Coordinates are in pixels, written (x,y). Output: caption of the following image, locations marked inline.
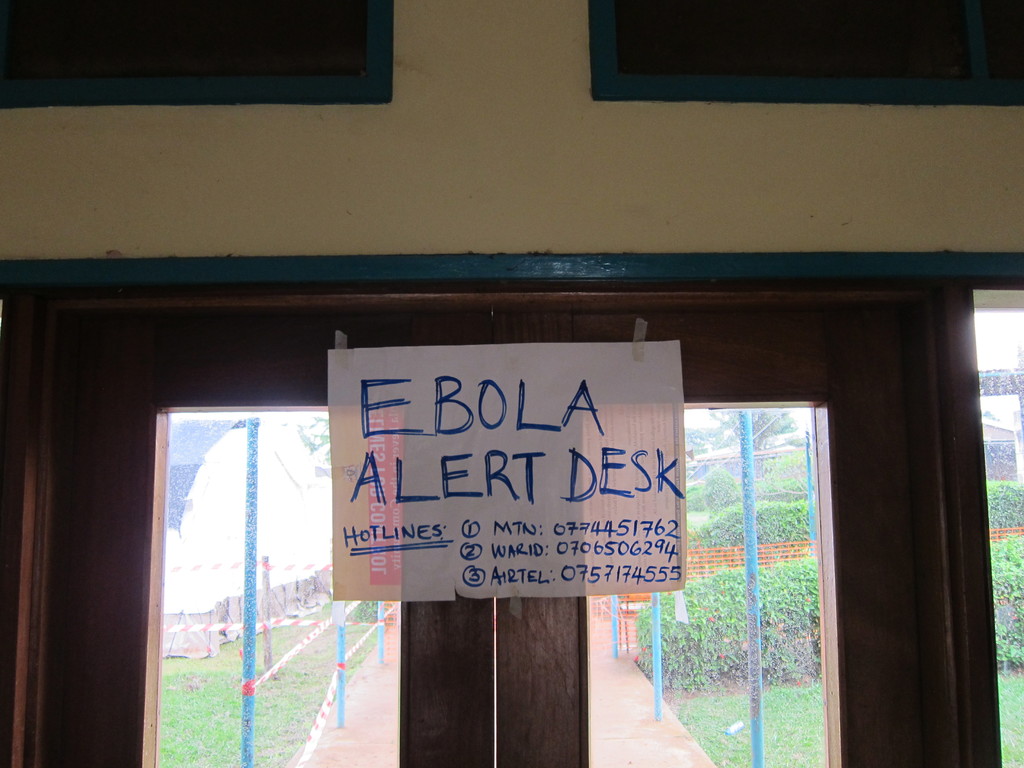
In the picture I can see a paper (477,523) is attached to doors (462,683). On this paper (577,583) I can see something written on it. In the background (596,712) I can see plants (744,679), the grass (716,704), a road (638,716), poles (763,752), fence (765,553), the sky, a tree (731,438) and some other objects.
